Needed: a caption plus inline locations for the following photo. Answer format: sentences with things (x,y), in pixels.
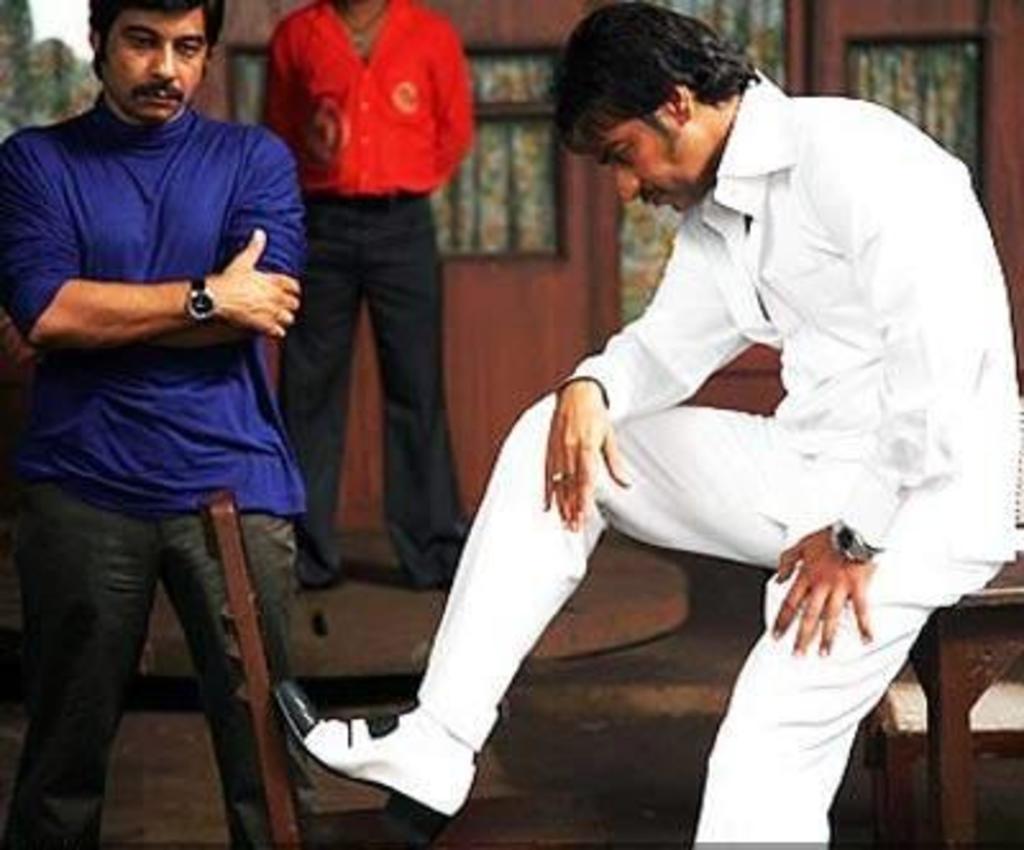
In this picture a guy (804,268) who is dressed in white is placing his leg (433,744) on the chair (249,693) and in the background (276,664) we observe two people (168,200) standing and there is also a curtain (515,193) in the background (499,188).
